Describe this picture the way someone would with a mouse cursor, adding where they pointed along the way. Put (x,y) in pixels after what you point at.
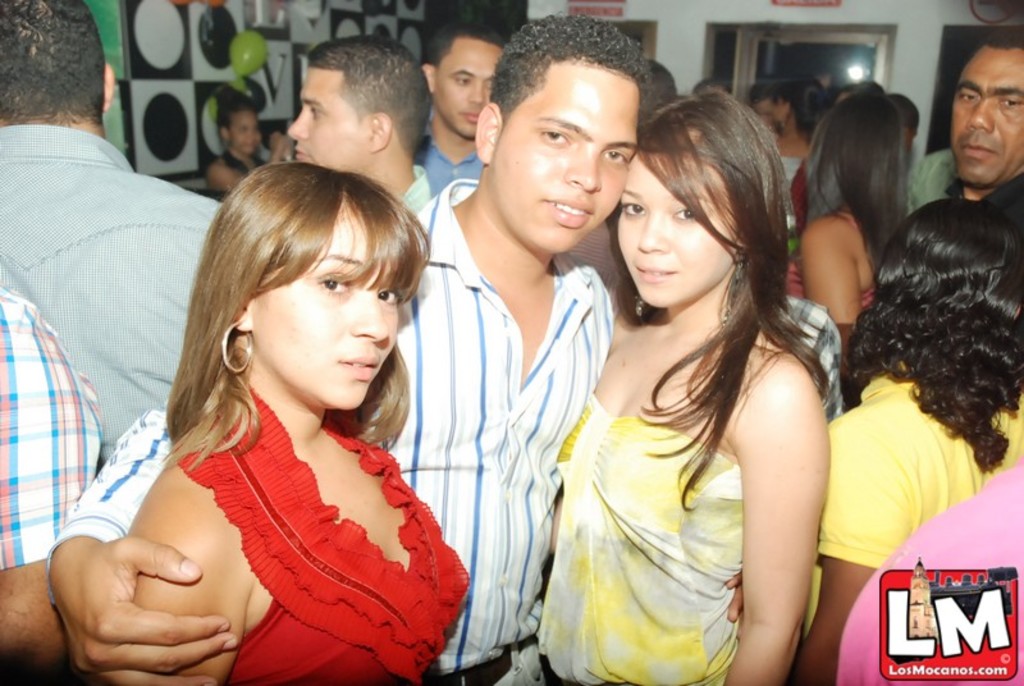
In this picture we can see two girls (631,428) and a boy (543,520) standing in the front (400,547) and giving a pose to the camera. Behind there are some persons (79,226) standing in the hall (287,83). In the background (747,58) we can see the white wall (682,70) and glass window (858,57).
